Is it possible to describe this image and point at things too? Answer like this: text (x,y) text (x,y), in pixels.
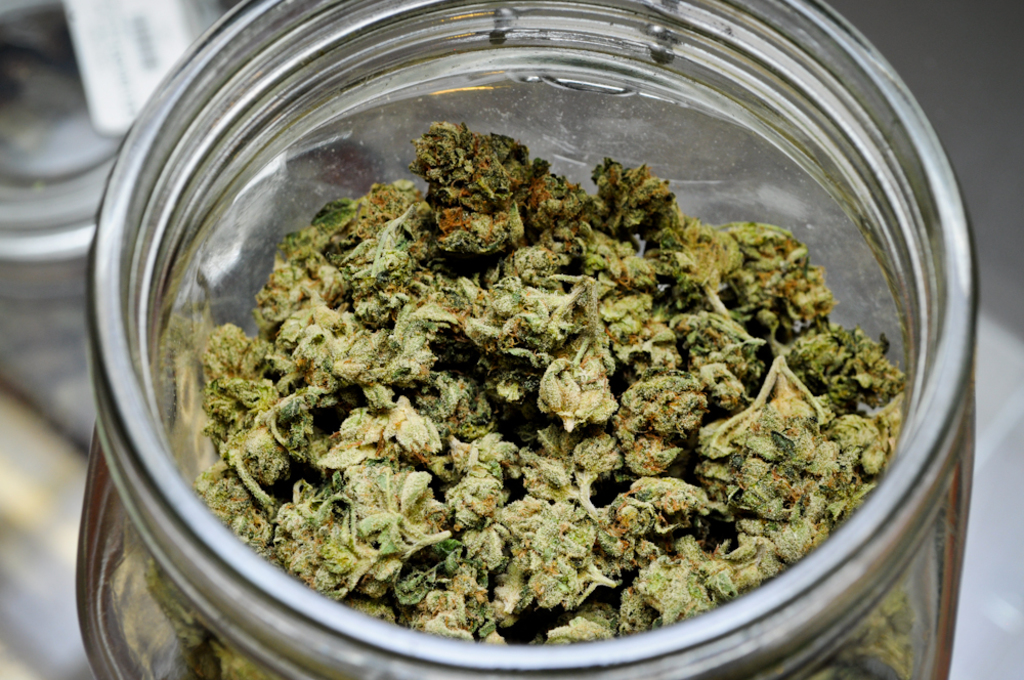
In this image we can see some cannabis buds (538,347) in the jar (804,28).
